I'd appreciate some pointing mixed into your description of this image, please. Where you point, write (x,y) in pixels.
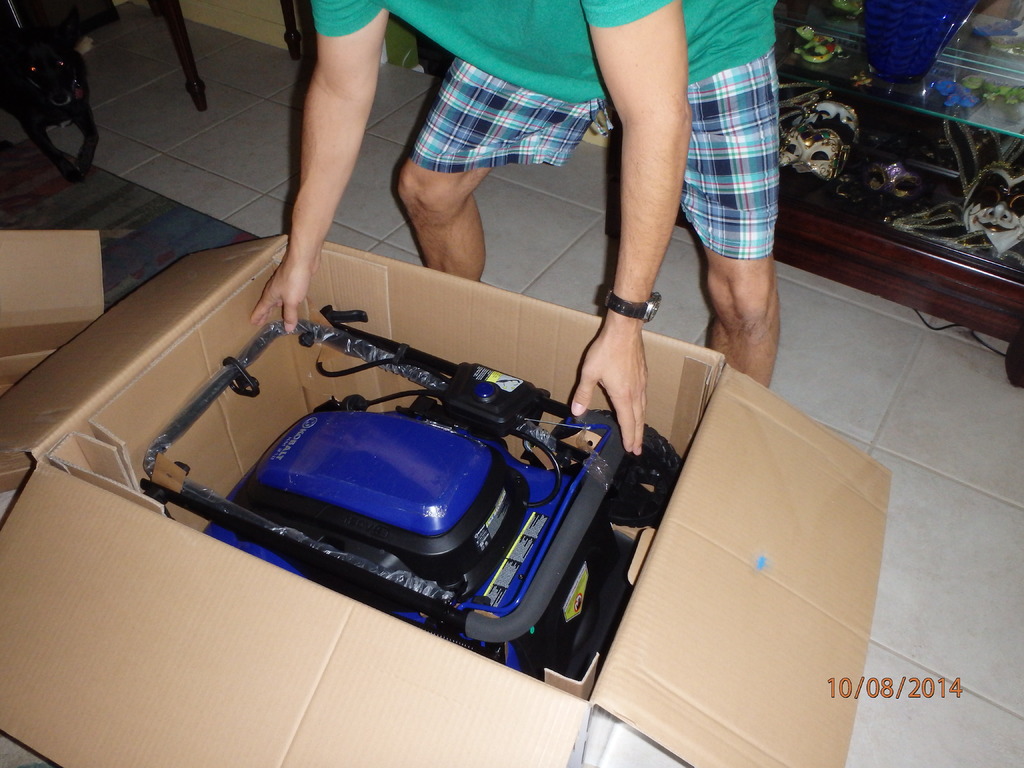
In this picture, we see a carton box (401,642) in which lawn mower (409,409) is placed. It is in blue color. Beside that, the man (468,79) in green T-shirt (466,38) is trying to hold that lawn mower (464,383). Behind him, we see a cupboard (862,194) and in the left top of the picture (164,5), we see a table (174,10) and chair (158,9). This picture is clicked inside the room (238,147).
